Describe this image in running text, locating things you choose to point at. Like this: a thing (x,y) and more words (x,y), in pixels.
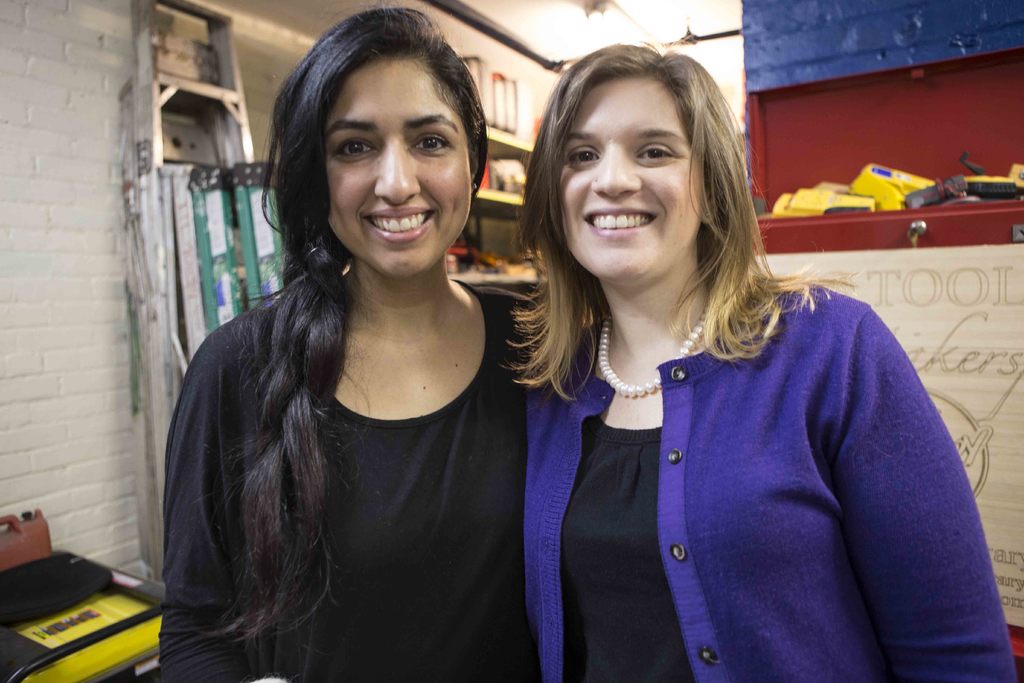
In this picture we can see two women (611,588) smiling and in the background (184,226) we can see ladders (156,318), wall (49,317) and some objects (954,227).
